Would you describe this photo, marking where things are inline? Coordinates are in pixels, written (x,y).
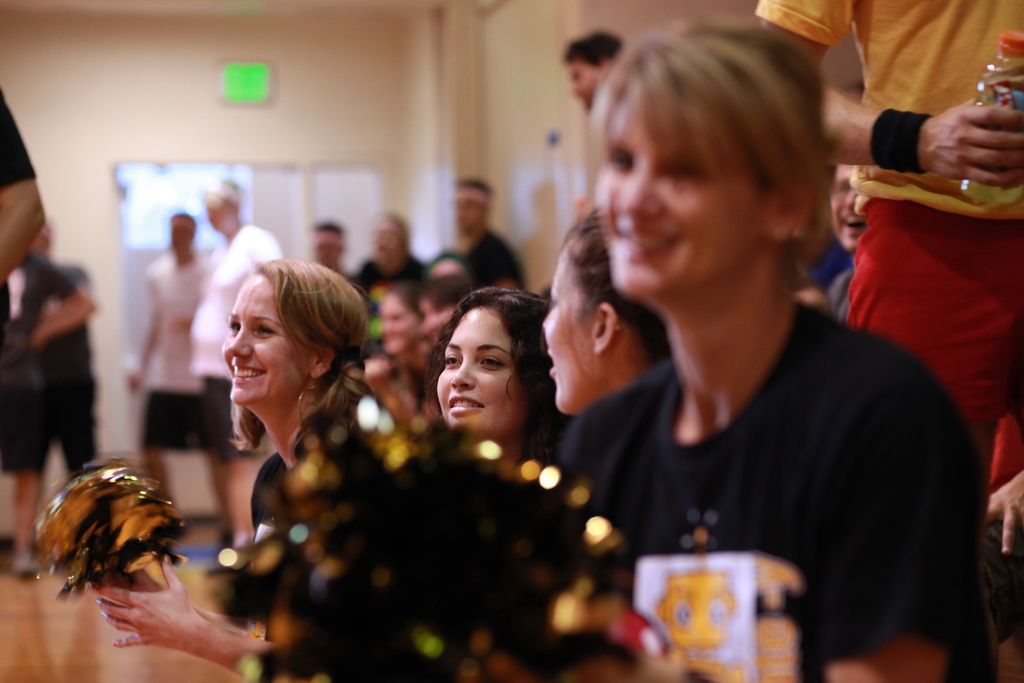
In this image we can see a few people (572,412), among them some people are holding the objects (386,516), in the background (225,146), we can see the wall (402,205), on the wall (222,161), there are some boards (273,183).
